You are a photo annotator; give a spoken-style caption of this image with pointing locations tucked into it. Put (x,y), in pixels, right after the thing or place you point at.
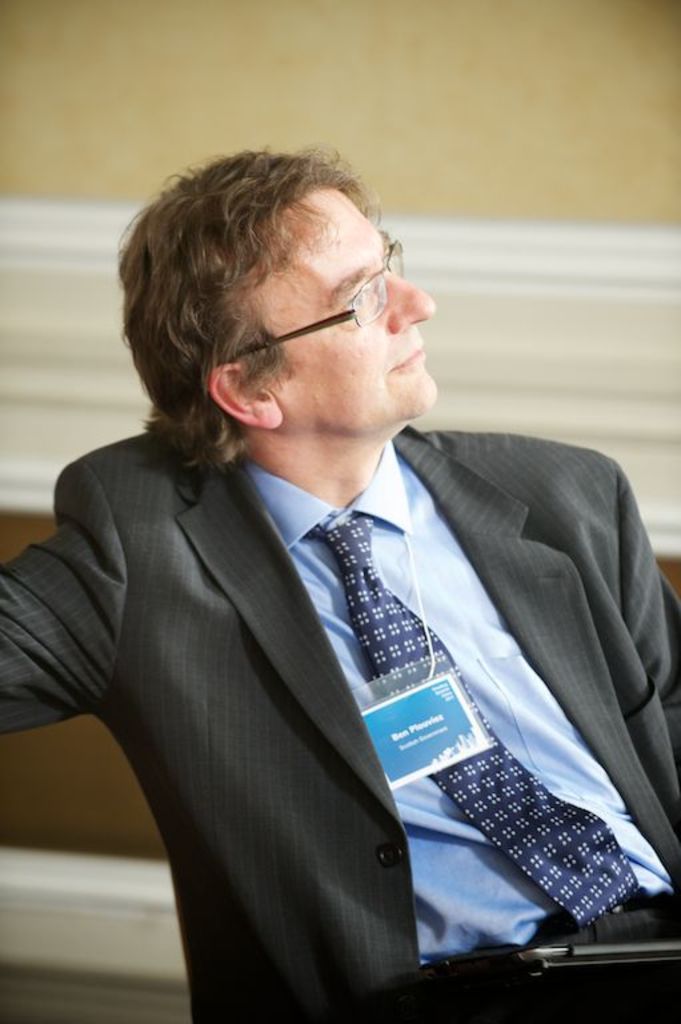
In this picture there is a man (359,296) who is wearing spectacle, blazer (349,795), shirt (524,695), ID card (449,705), tie (519,841) and trouser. He is a holding a laptop (531,989). At the back (627,312) I can see the wall (492,192). He is smiling.
